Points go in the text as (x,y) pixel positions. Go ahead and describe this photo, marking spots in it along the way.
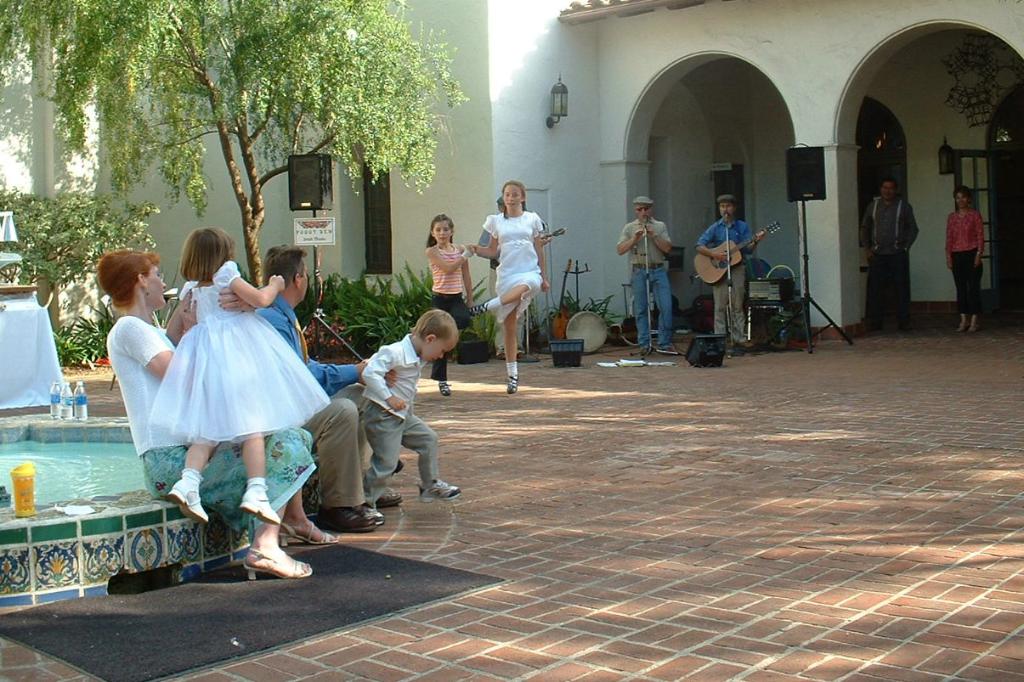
There is a building (597,67), tree (330,111) and garden plants (27,255). Beside the building pillar (831,312) there are few crowd (741,297) standing few of them are singing and playing guitar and few of them are dancing and few of them are watching the play of people (209,388) who are dancing and singing by holding children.
